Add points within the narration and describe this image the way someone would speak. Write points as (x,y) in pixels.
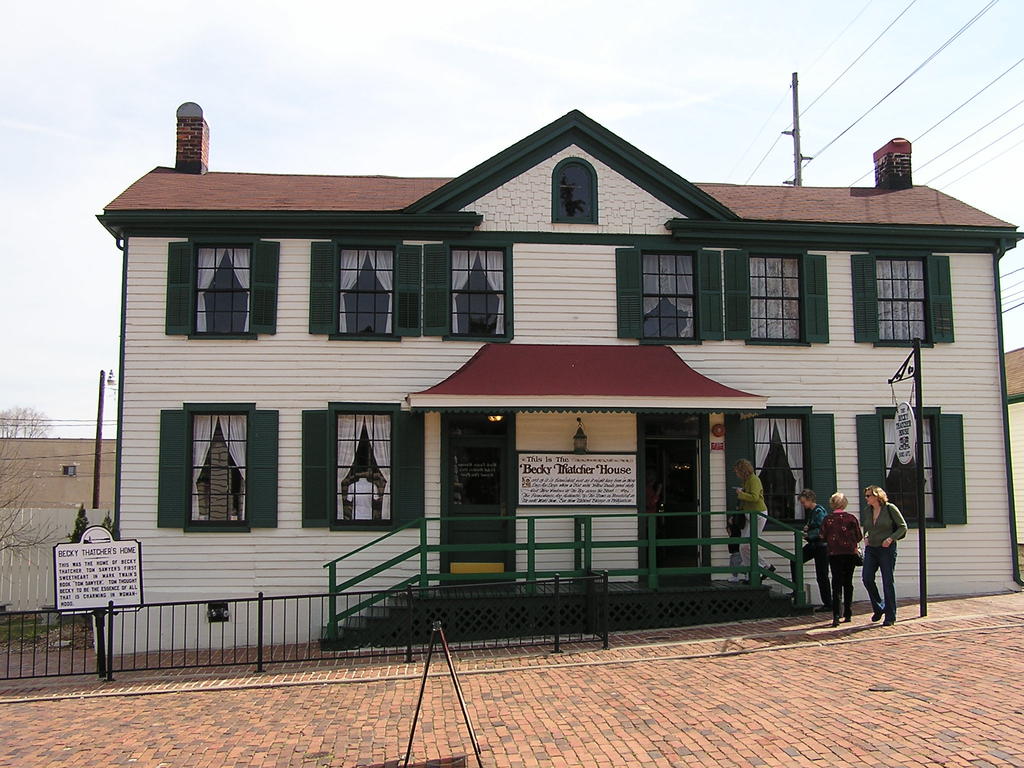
In the foreground (458,531) I can see five persons (750,525), board (117,582), fence (408,607), buildings (370,500) and windows (247,476). In the background (997,185) I can see a pole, wires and the sky (714,74). This image is taken may be during a sunny day.
